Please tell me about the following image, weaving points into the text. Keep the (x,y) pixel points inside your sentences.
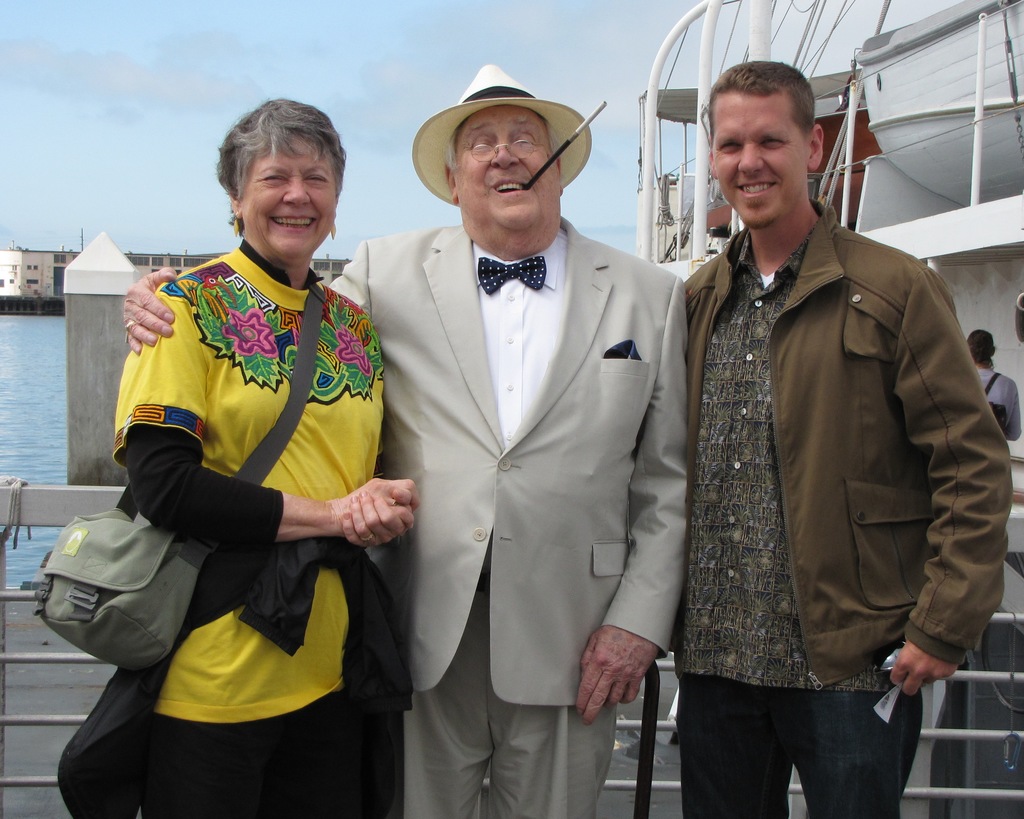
In this image, on the right (786,294) there is a man (793,345), he wears a jacket (786,477), shirt (716,633), trouser (704,739). In the middle (530,393) there is a man (486,634), he wears a suit (521,437), shirt (523,357), trouser (456,708). On the left (273,537) there is a woman (243,539), she wears a t shirt (331,459), trouser (343,797), bag (198,544). In the background (998,365) there is a boat (999,332), person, water (48,435), stone (74,383), sky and clouds (152,114).
